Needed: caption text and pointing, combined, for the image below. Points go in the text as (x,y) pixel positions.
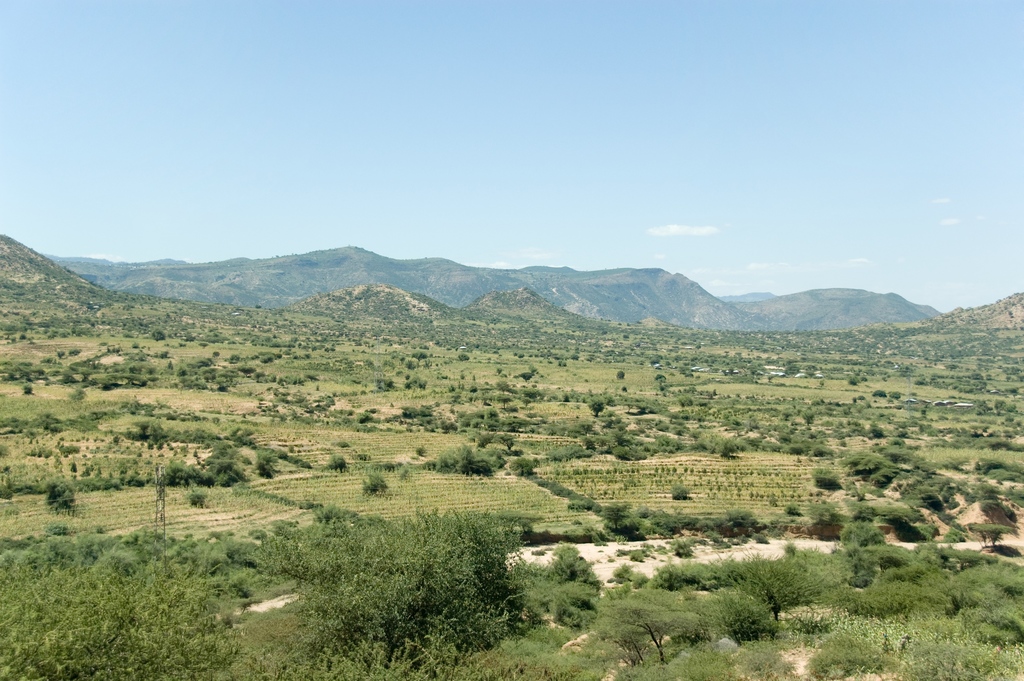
As we can see in the image, there are lot of trees (179,322), plants (451,479) and grass (342,475). In the background (282,290) there are hills (574,294). On the top (658,140) there is a sky (553,158).
